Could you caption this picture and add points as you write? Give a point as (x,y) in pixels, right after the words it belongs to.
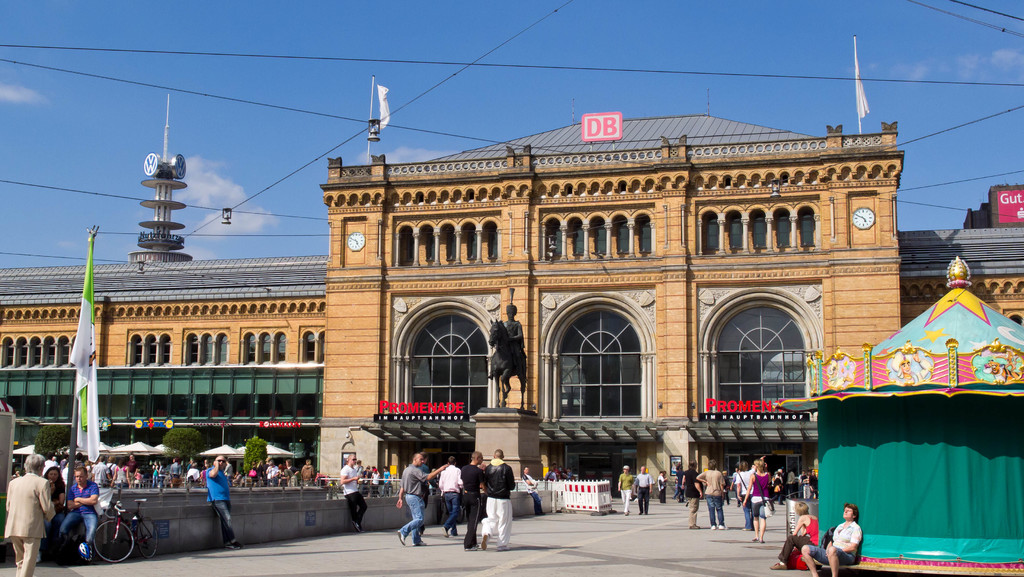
In the picture there is a huge building (646,278) and there is a sculpture (492,340) in front of the building (467,341), there are a lot of people (172,466) moving around that building (572,466) and on the right side (885,458) there is a tent (928,326), there are few doll images (919,370) on the top of the tent (865,381).
